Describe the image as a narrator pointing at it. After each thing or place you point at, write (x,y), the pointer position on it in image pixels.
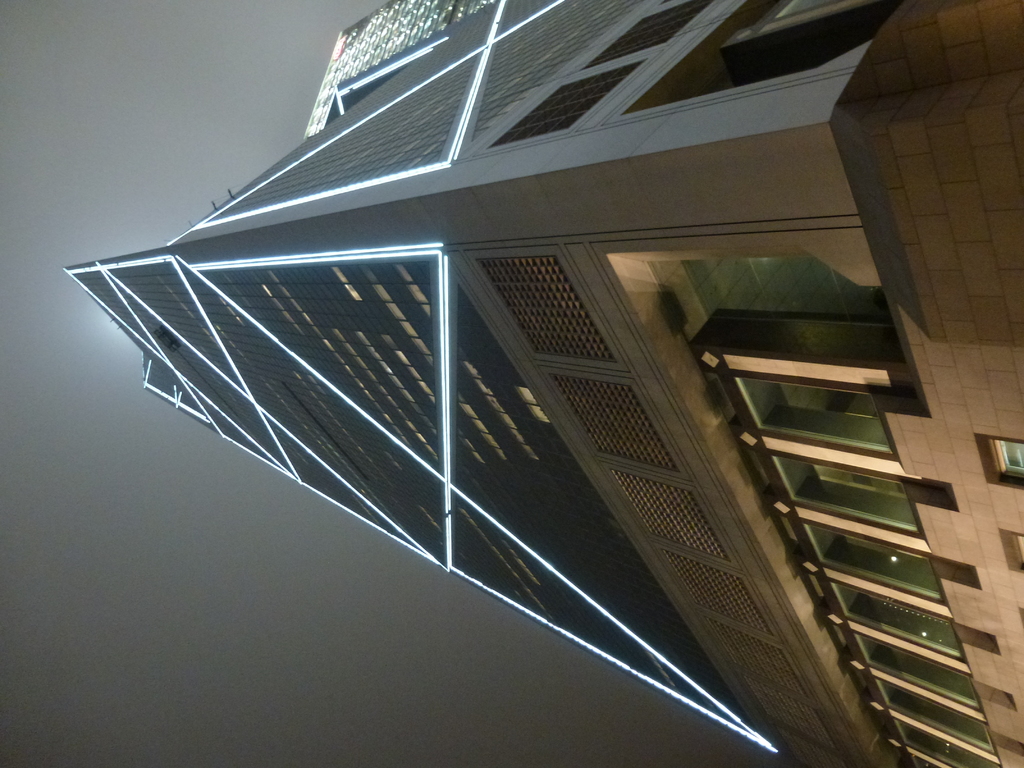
In the foreground (537,139) I can see a building (471,364) and windows (575,512). In the background (217,33) I can see the sky (205,598). This image is taken during night.
